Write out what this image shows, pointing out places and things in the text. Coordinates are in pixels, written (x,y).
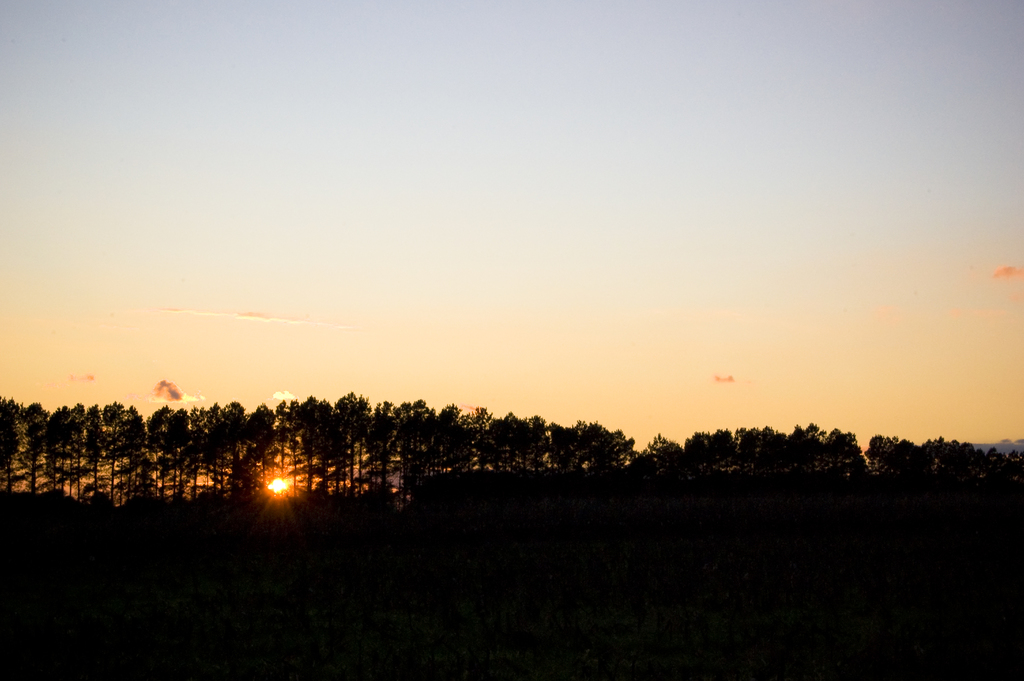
In this picture I can see there are few trees (422,457) and the sky (427,167) is clear and sunny.
